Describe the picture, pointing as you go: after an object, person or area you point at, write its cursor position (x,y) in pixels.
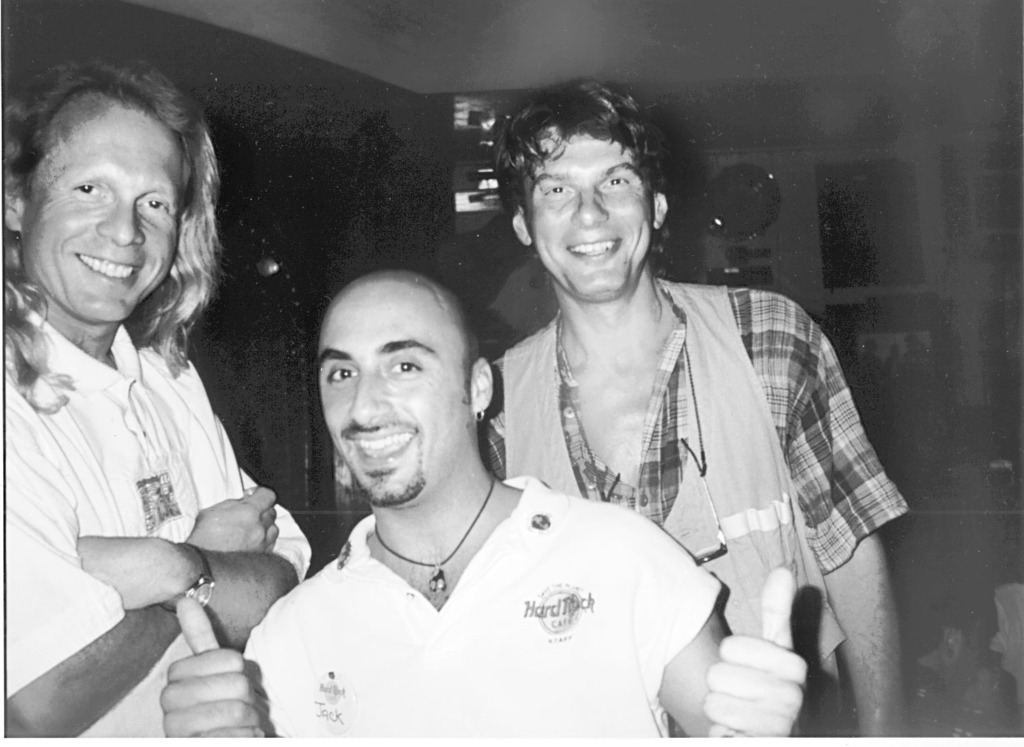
In the picture we can see three men (451,689) are standing and smiling, one man (71,678) is in long hair (57,405) and one man (524,523) is in bald head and in the background (901,301), we can see the wall (1002,298) with something are placed on it in the dark.
